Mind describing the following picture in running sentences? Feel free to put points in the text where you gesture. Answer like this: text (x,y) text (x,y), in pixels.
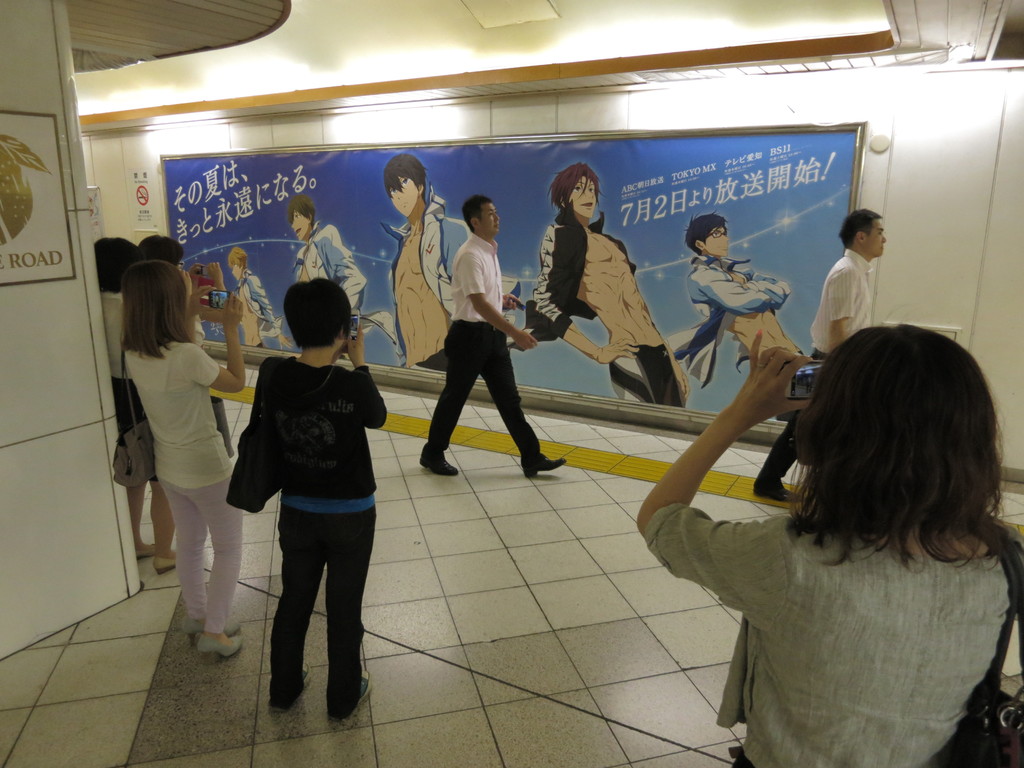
In this image few persons (810,525) are taking pictures, in the middle (473,314) there are two persons (835,293) walking on a floor (587,461), in the background (502,112) there is a wall (158,187) to that wall (175,148) there is a poster (752,167).
